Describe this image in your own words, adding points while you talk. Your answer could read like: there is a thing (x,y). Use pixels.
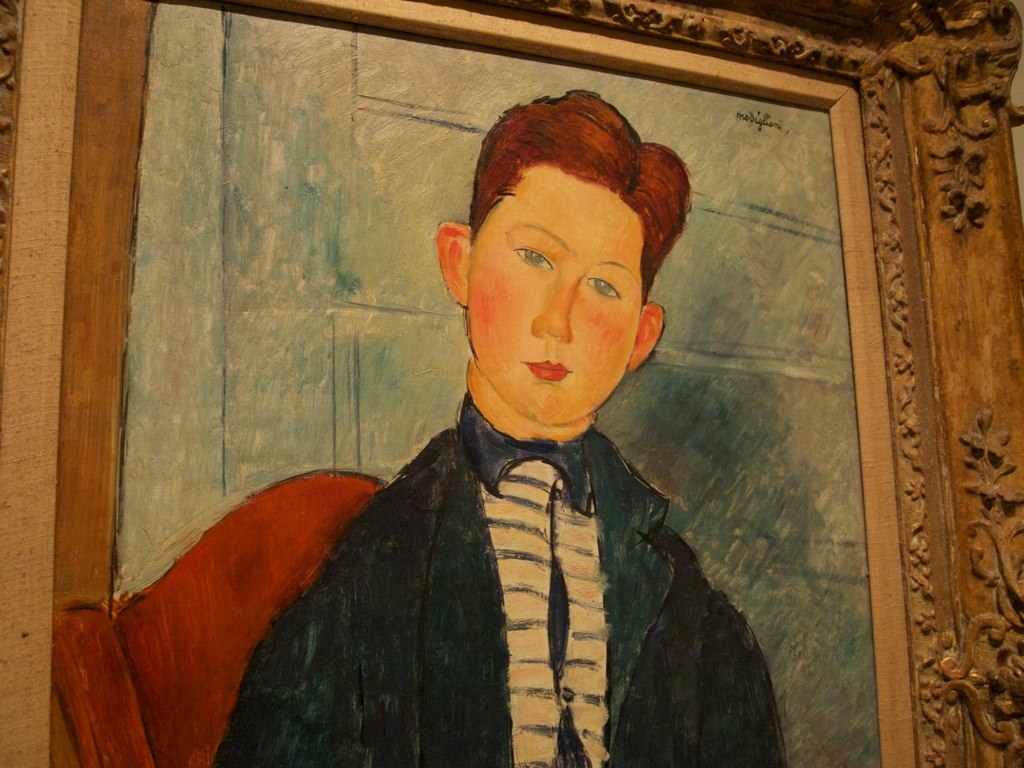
In this image we can see a photo frame (944,308). In the frame (533,329) we can see a painting (699,418) of a person (652,539).
